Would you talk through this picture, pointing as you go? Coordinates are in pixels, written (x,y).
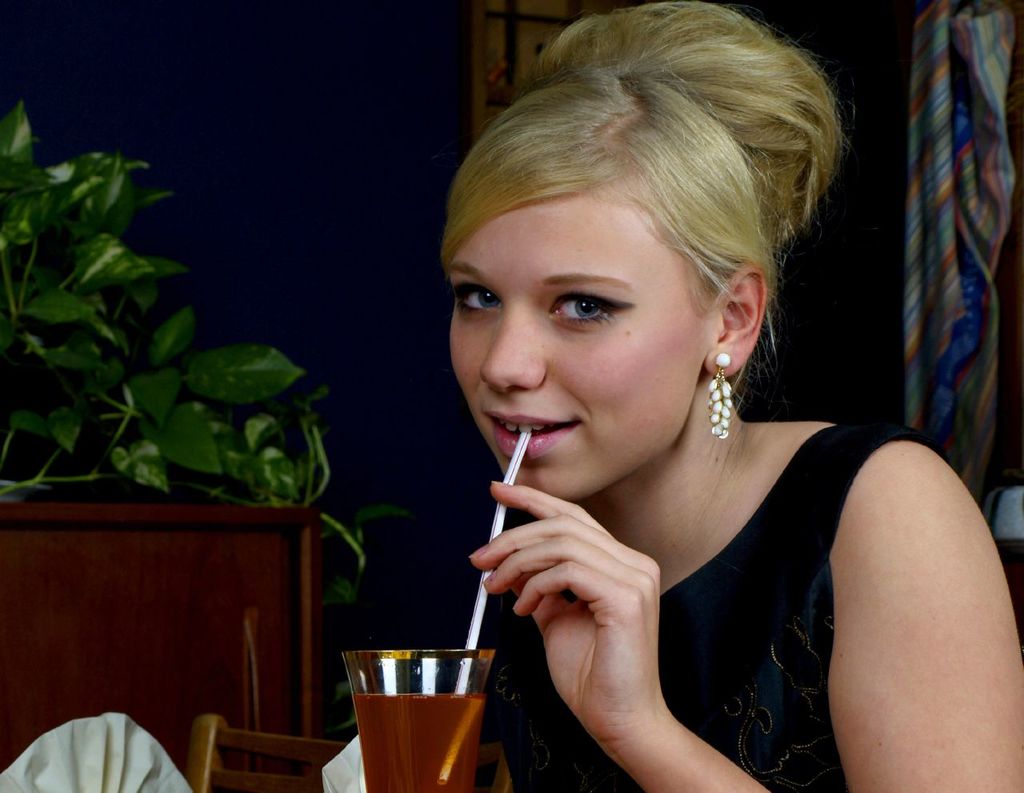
In this image there is a woman (627,340) towards the bottom of the image (694,599), there is a glass (431,707) towards the bottom of the image (417,734), there is a straw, there are objects (345,753) towards the bottom of the image (231,748), there is a wooden object (194,727) towards the left of the image (105,587), there is a plant (140,476) towards the left of the image (94,310), there is a cloth (953,113) towards the right of the image (956,208), there is an object (525,48) towards the top of the image (520,51), the background of the image (521,34) is dark.
